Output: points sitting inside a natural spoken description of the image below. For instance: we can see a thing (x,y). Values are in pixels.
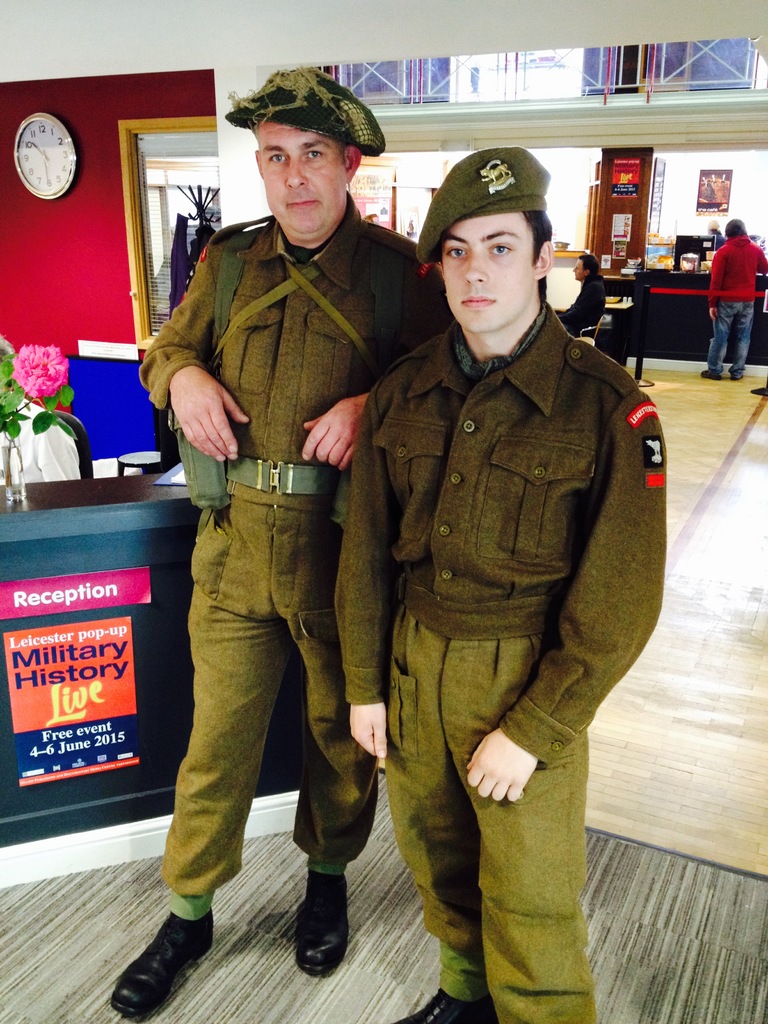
In this image, we can see two men (334,471) standing, they are wearing hats (311,82), we can see a wall (82,269) and there is a clock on the wall (94,163), we can see a door (134,150).
